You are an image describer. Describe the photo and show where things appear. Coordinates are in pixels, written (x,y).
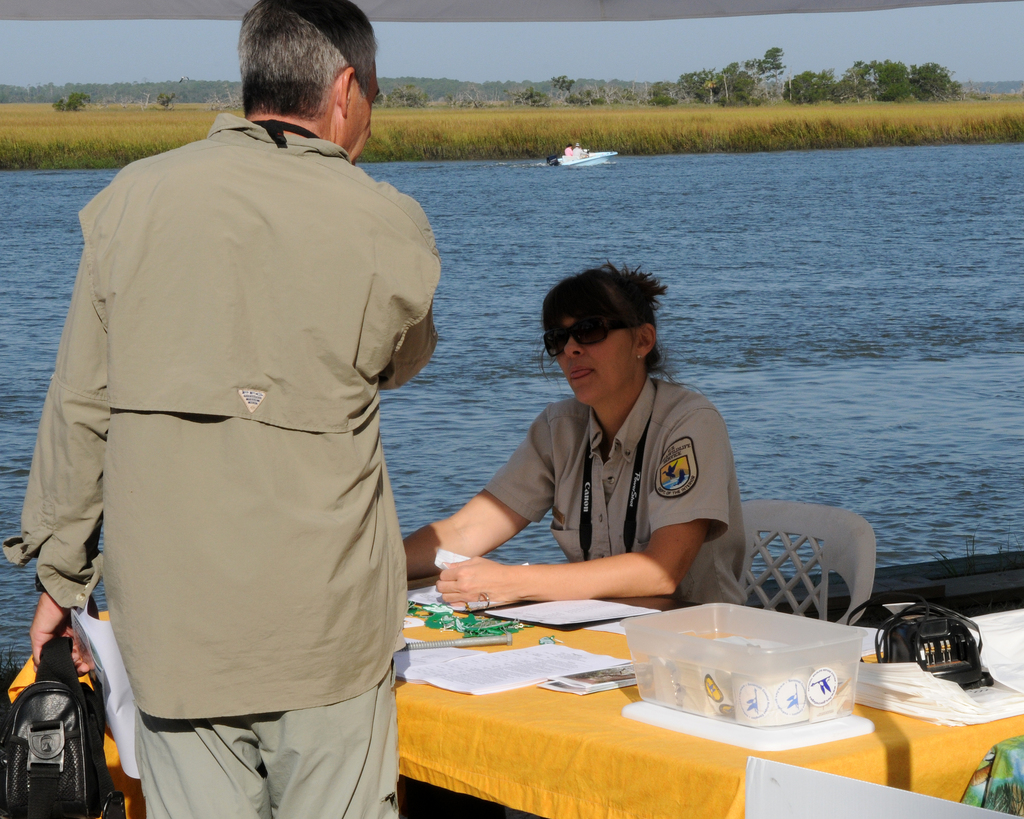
The picture is clicked in front of a lake (595,225) & there is an officer (659,398) sat on chair (818,537) in front of table (620,711) which had papers (565,683) on it and a man (302,653) stood in front of the officer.
